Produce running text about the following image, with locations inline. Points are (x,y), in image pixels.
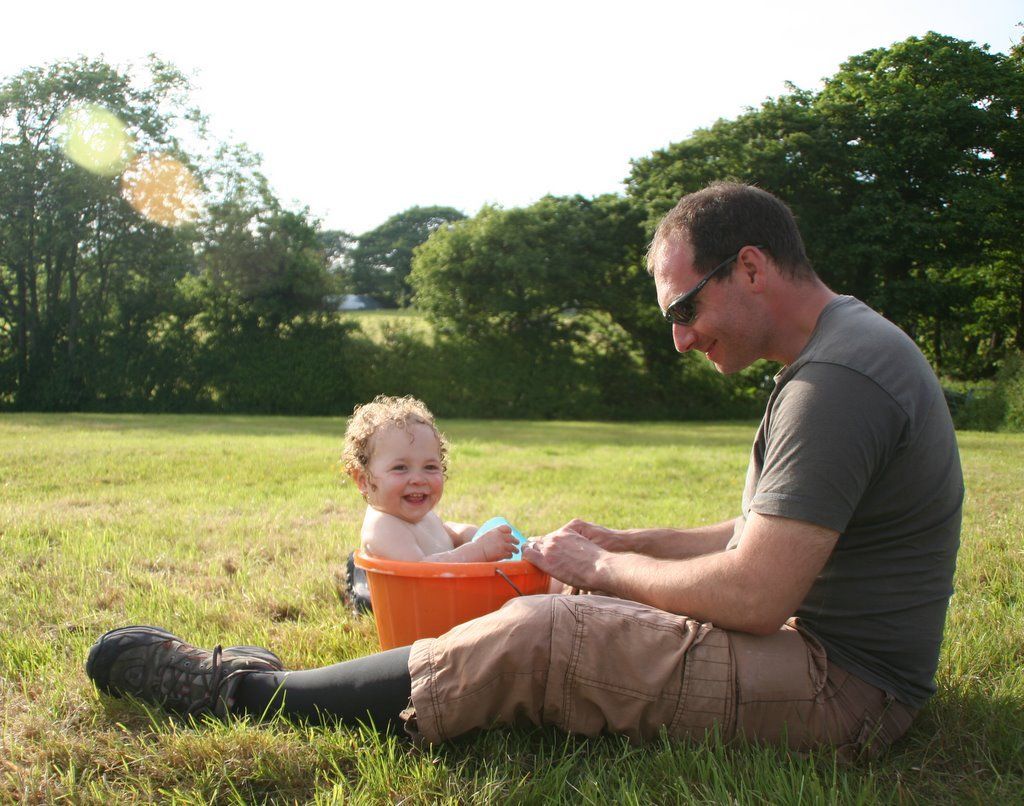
This image is clicked in a garden (514,440). There is a man (757,553) and kid (448,557). The kid (445,549) is sitting in the bucket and laughing. The man (721,589) is wearing black shirt (786,401). In the background (216,289), there are leaves (277,242) and sky (289,135). At the bottom (18,551) there is green grass (55,773).
